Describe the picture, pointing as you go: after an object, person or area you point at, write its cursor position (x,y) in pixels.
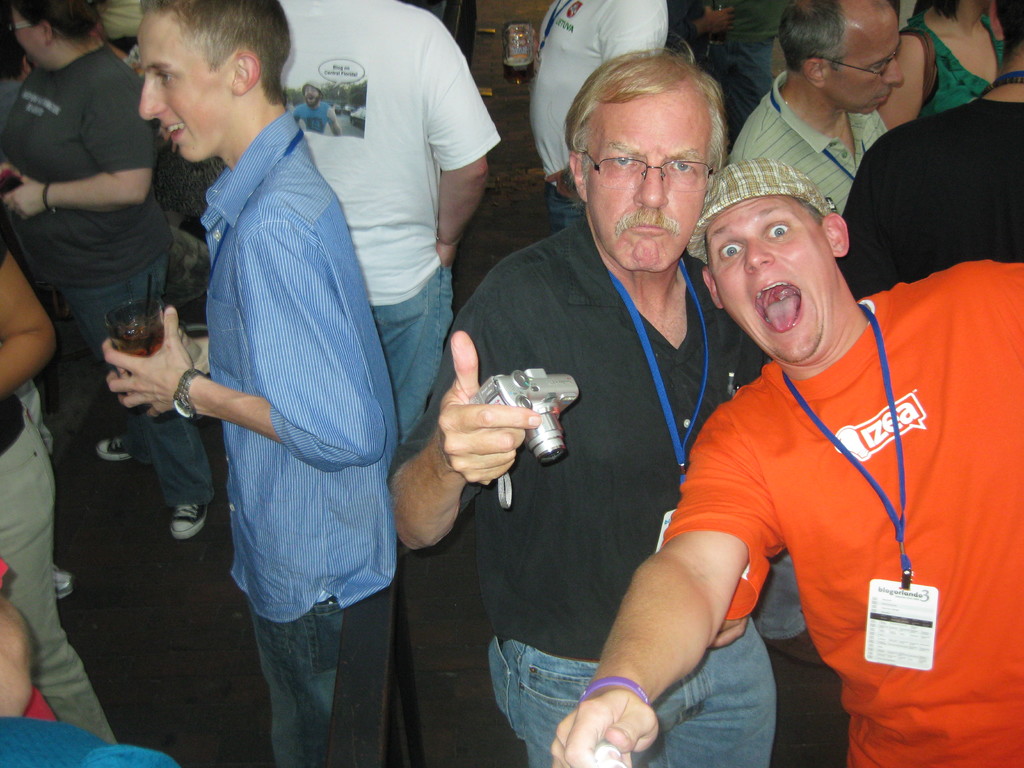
In this image we can see a group of people (122,192). We can see a man (518,335) standing in the middle of this image (608,352) is holding a camera (507,387).
